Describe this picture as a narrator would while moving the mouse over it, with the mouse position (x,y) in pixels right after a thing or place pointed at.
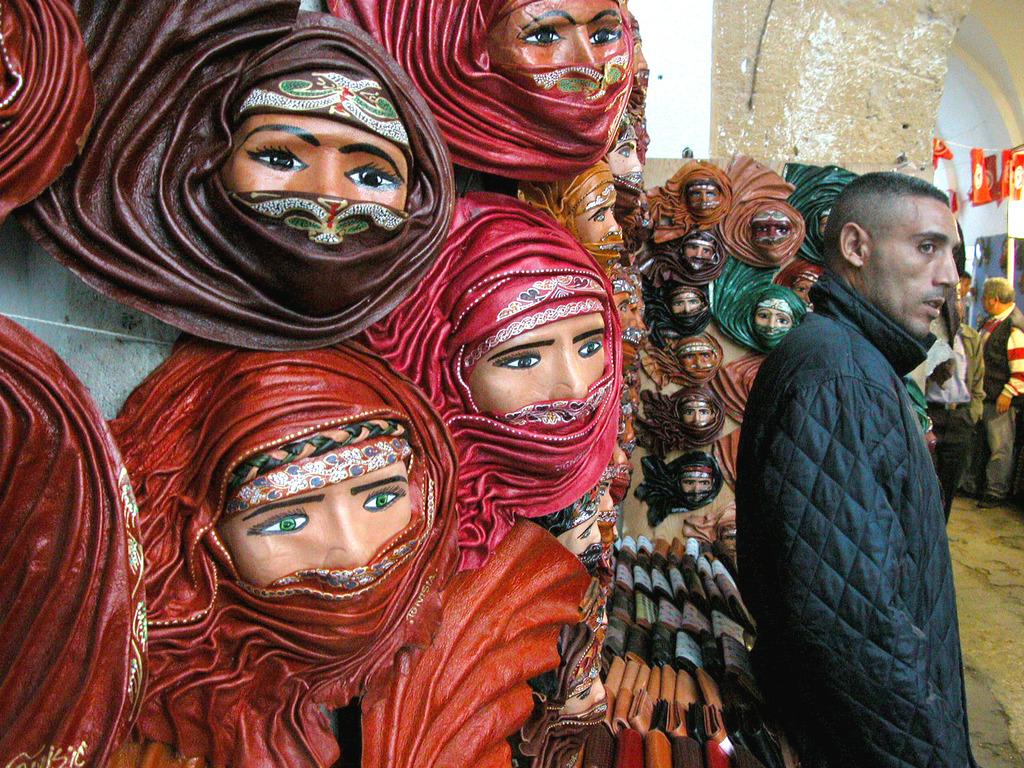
There is a man (849,218) standing, it seems like sculptures (484,284) in the foreground area of the image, there are people (1018,333) and some objects (985,256) in the background (954,322).
